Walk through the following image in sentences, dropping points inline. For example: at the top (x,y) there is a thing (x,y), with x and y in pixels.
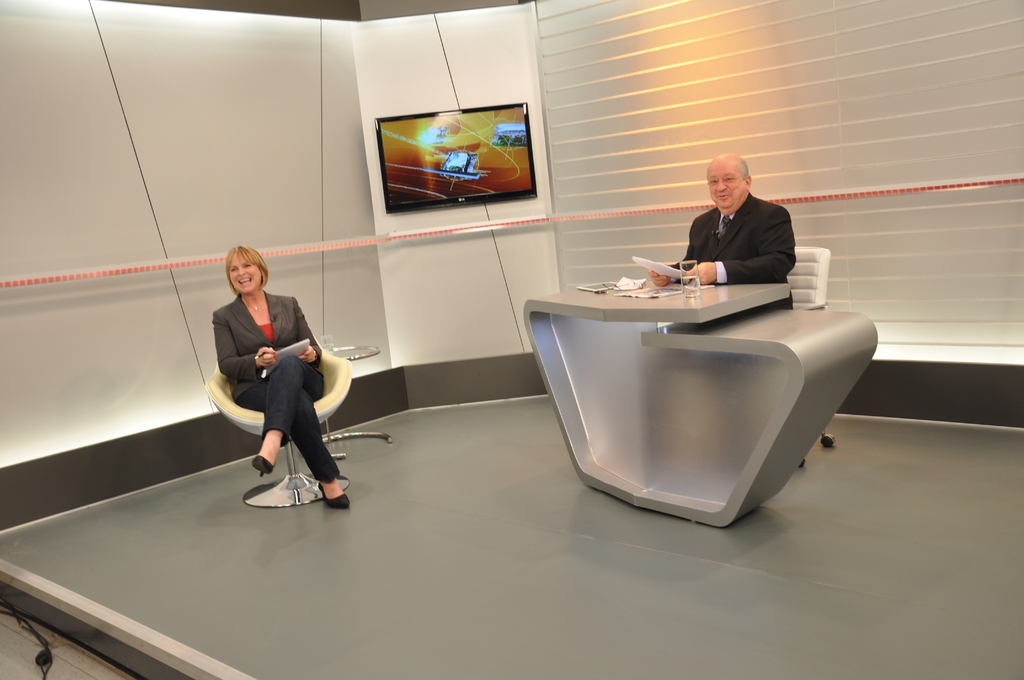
This is an inside view. Here it is looking like a stage (485,574). On the right side (752,256), I can see a man (718,239) wearing black color suit (737,253) and sitting on the chair (802,286) in front of the table (730,311). He is holding some papers (644,267) in the hands (709,271). On the table (655,309) I can see a glass (689,294) and a few papers (632,284). On the left side (279,394) a woman (279,394) is sitting on the chair (243,419) and holding some papers (289,353) in the hands (272,350). Both are smiling by looking at the left side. In the background (416,177), I can see a monitor (459,141) which is attached to the wall (230,138).
